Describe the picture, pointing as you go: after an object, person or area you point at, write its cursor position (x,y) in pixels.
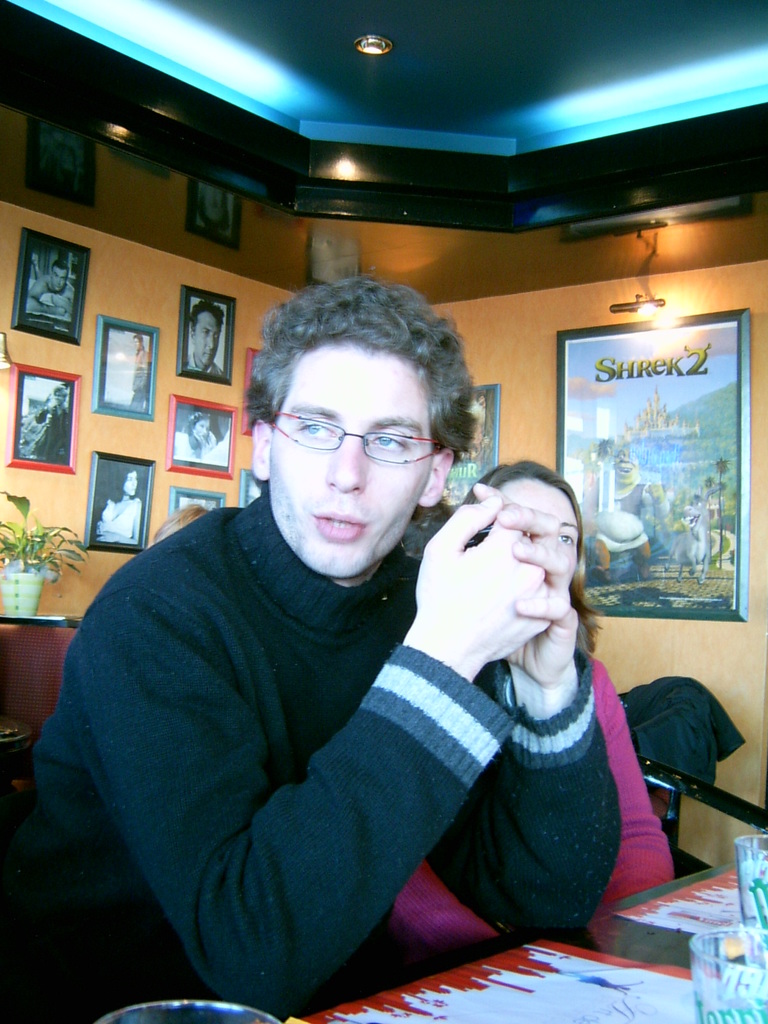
In this image we can see few people (469,713) sitting on the chairs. There are many photos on the wall (702,843). There are few drinking glasses (737,979) and an object (613,1019) placed on the table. There is a house plant (49,574) at the left side of the image (54,565).
